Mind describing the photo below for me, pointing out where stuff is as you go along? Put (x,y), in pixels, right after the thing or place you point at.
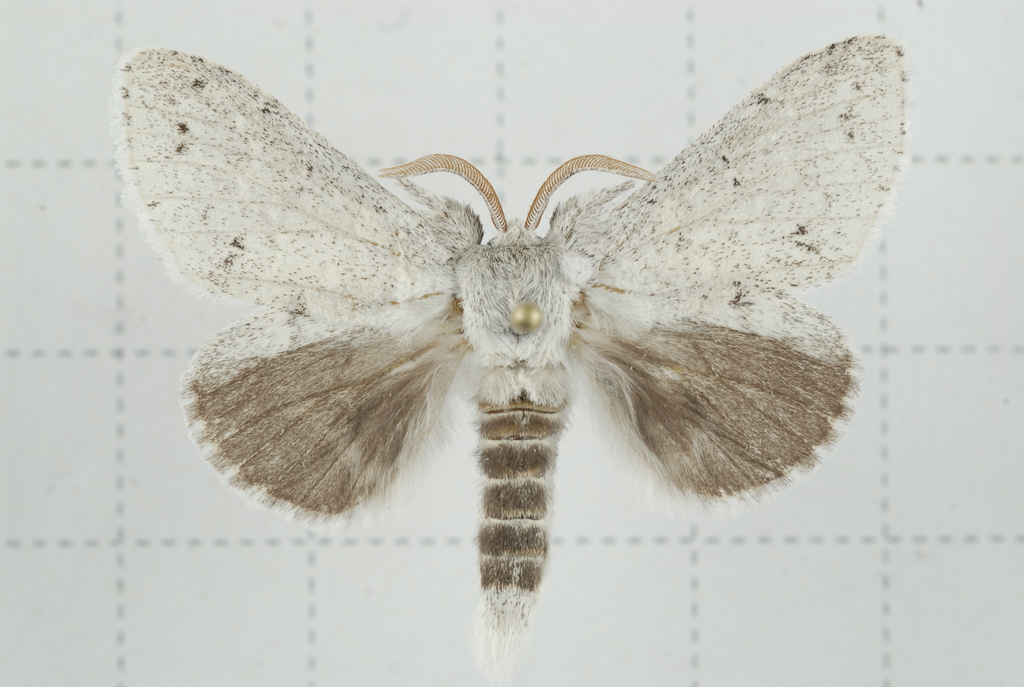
We can see insect (393,394) on a wall (916,256).
